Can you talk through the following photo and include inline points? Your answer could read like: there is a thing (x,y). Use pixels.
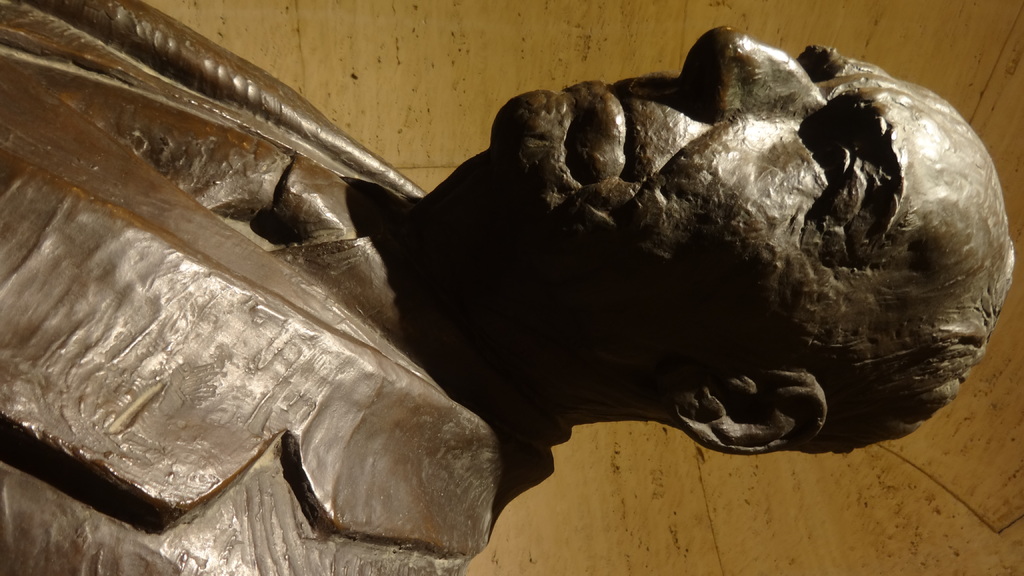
In this image, we can see a statue (375,206) of a man (338,313).
